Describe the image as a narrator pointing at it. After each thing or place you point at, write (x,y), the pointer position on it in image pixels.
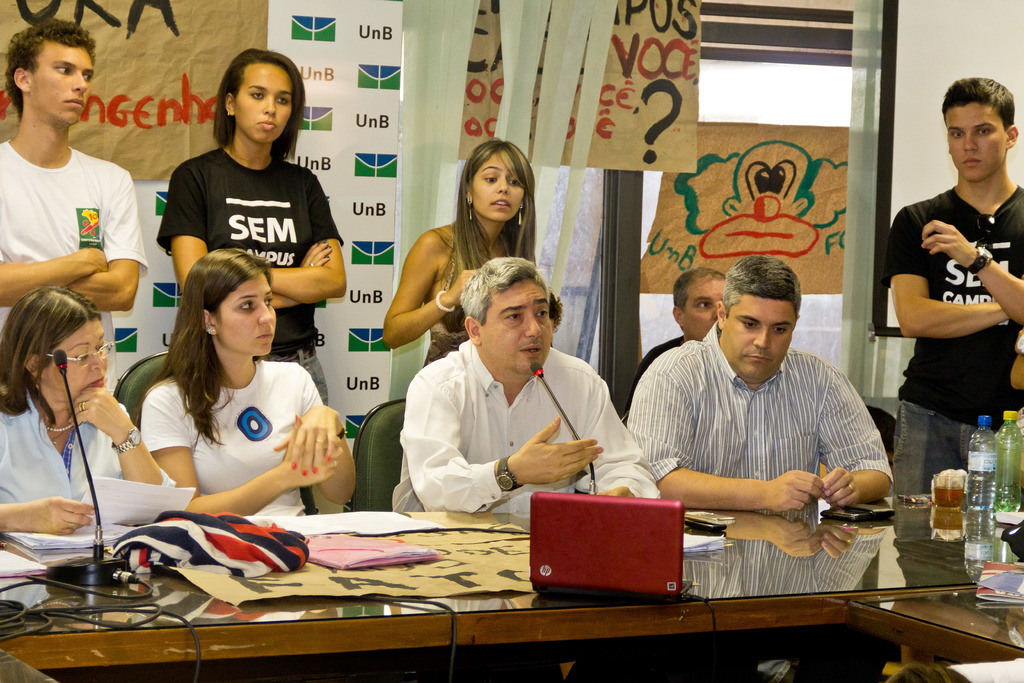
In front of the picture, we see two men (582,448) and two women (151,391) are sitting. In front of them, we see a table (351,609) on which microphones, cloth (254,575), papers (234,577), water bottles (977,508), a glass (946,500) containing liquid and mobile phones (850,508) are placed. Behind them, we see people (279,200) are standing. Behind them, we see a board (344,370) in white color with some text (359,297) written. Beside that, we see a sheet (181,112) or a banner (147,53) with some text (171,99) written on it. The man (932,285) on the right side (960,273) who is wearing black T-shirt (953,372) is standing. Behind him, we see a projector screen (900,175). Beside that, we see a glass door (643,214).
